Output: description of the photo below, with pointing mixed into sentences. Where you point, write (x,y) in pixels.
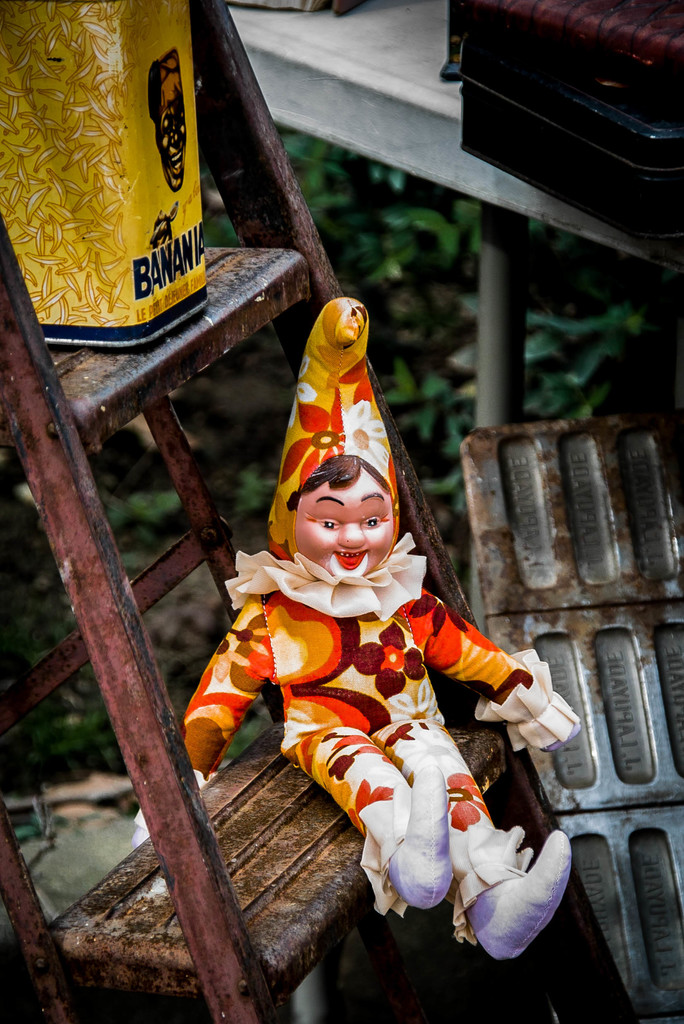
In this picture I can see a doll (395,729) on a ladder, in the top left hand side (126,229) there is a tin (136,213). In the background (410,240) there are plants (458,265).
